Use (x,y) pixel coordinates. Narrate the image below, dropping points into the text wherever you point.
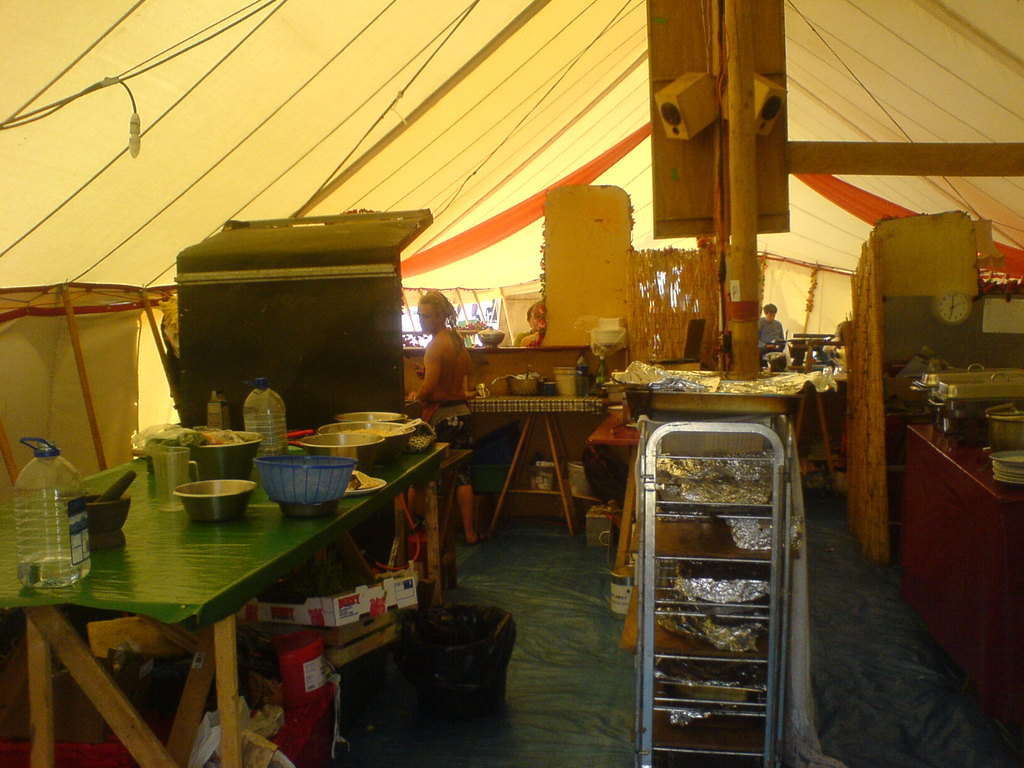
A man (456,387) is cooking in a kitchen (577,335) with utensils (522,383) around him.
